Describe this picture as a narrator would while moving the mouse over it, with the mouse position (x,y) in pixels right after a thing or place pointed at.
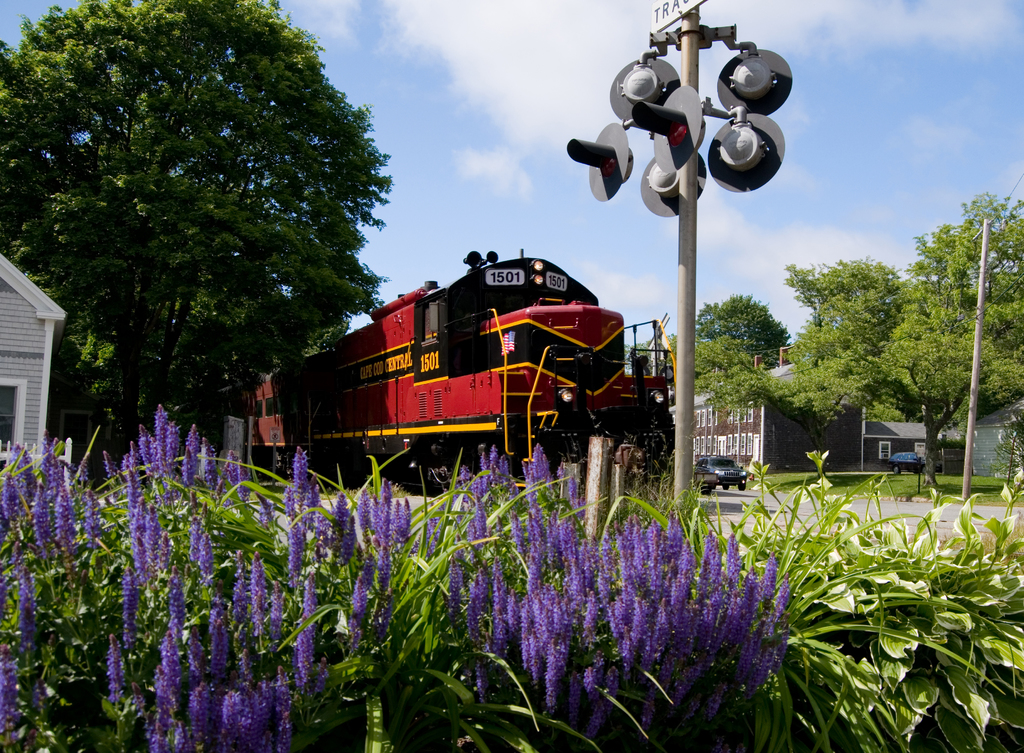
In the center of the image (445,405) there is a train (384,426). At the bottom of the image (888,680) we can see plants (655,649). On the right side (726,477) there are trees (929,472), houses (794,447), vehicles (709,490) and traffic signals (605,169). On the left side (292,79) we can see house (42,433) and trees (159,212). In the background (753,232) there is a sky (823,170) and clouds (482,56).
